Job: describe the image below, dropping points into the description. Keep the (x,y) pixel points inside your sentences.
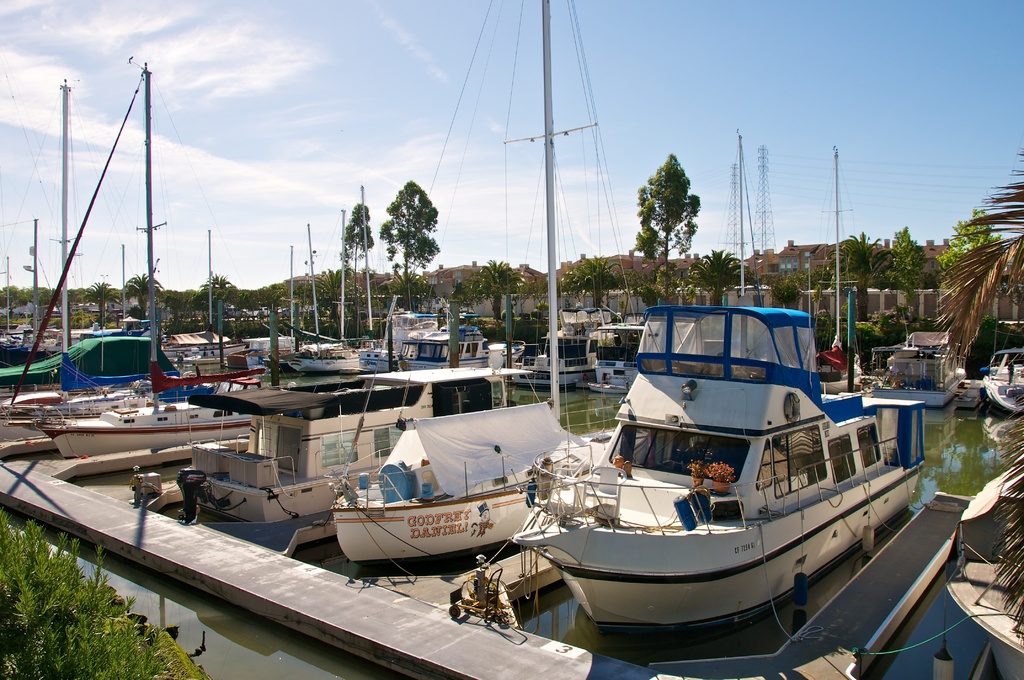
In this picture we can see few boats (632,401) on the water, in the background (668,279) we can see few trees (661,296), houses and towers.
